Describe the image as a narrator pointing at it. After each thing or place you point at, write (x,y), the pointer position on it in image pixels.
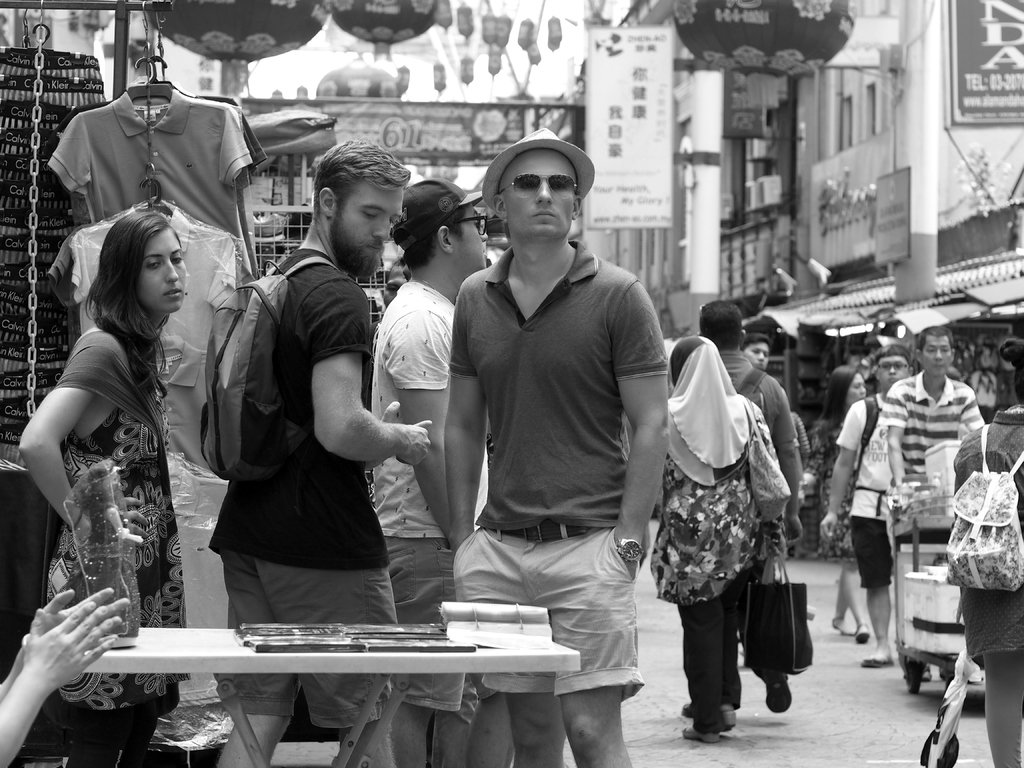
In this picture there are people (708,575) and stalls (915,345) on the right (884,327) and left side of the image (227,222), it seems to be the market place (50,133) and there are posters (594,136) in the center of the image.
